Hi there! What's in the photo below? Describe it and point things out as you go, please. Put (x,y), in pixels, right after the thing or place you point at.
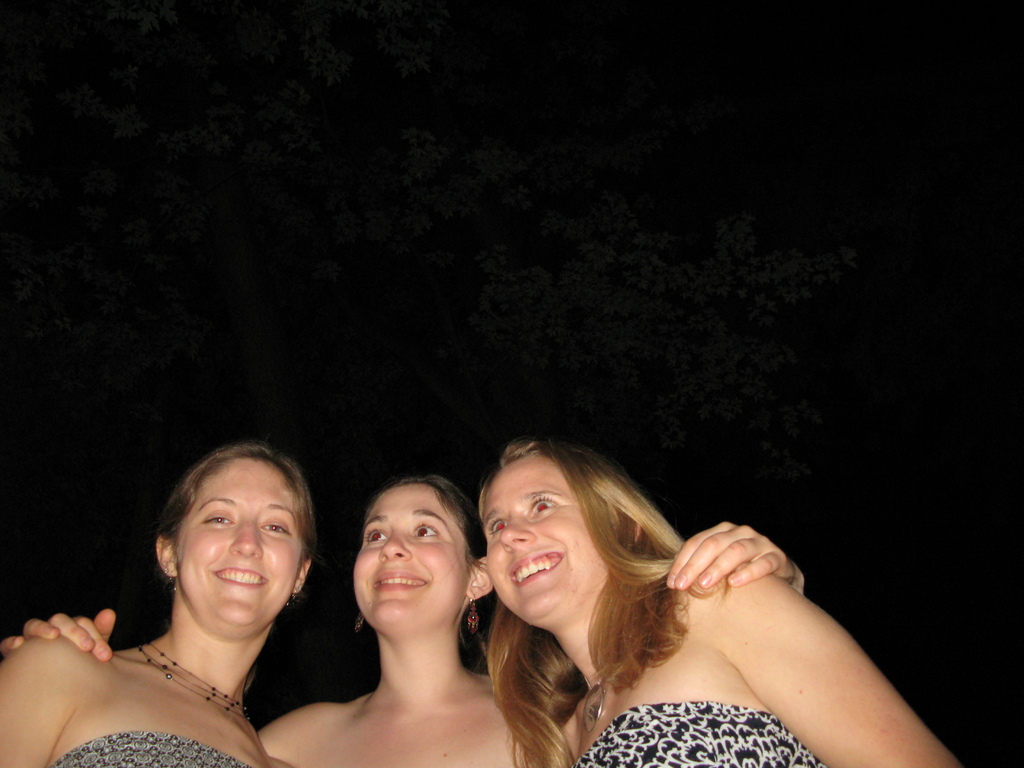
These three women (75,641) are smiling. Background (640,384) it is dark.
